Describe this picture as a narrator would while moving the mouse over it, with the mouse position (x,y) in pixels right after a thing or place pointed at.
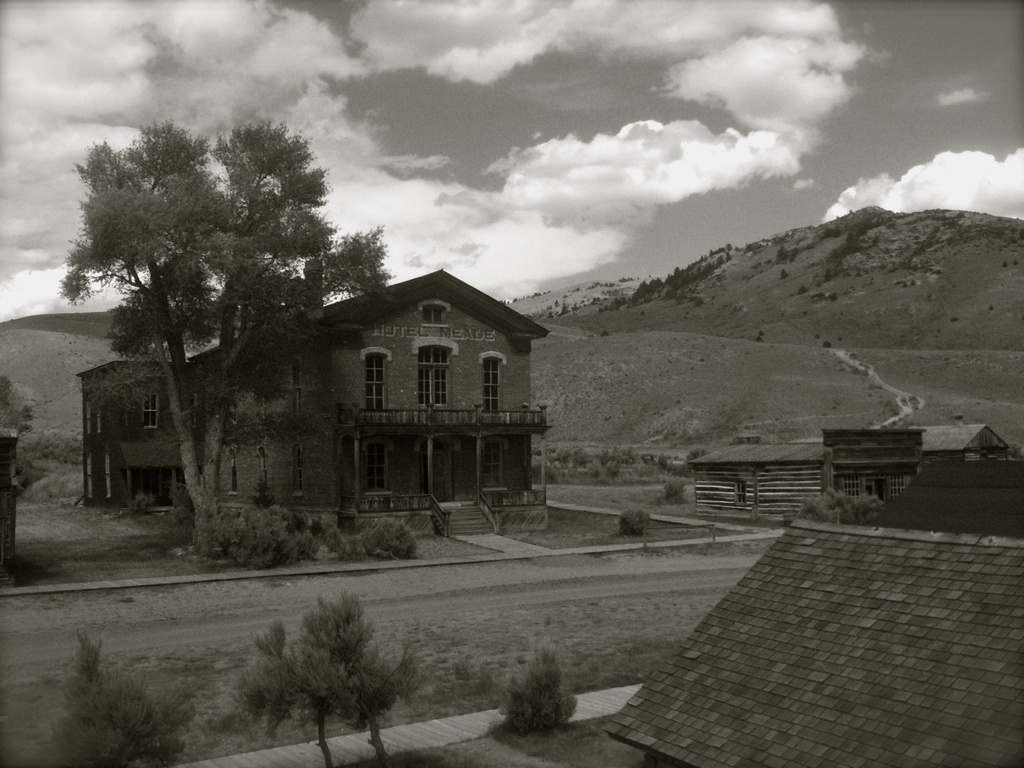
In this picture I can see there is a building (211,366) here and there is a tree (217,196) and there is a mountain (692,397) in the backdrop (598,332) and the sky (681,236) is cloudy.
